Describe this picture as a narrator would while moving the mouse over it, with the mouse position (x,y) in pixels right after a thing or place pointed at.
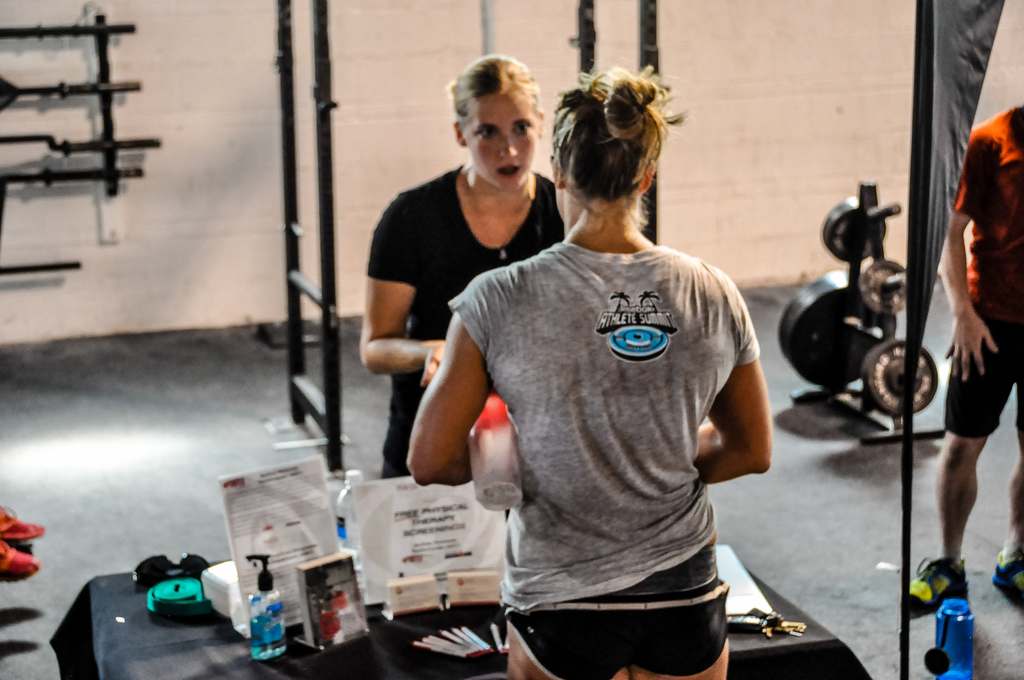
In the foreground of this image (773,668), there is a woman (639,550) standing and holding a bottle (485,470) in front of a table (334,652) on which belt (210,610), spectacles (165,567), bottle (284,624), few boards (282,529), markers (454,641), key chain (794,627), water bottle (344,526) and papers (744,595). Behind it there is a woman (463,230) standing. On the right (998,276), there is a man (998,363) standing on the floor (999,608) and there is a bottle (971,619) in front of him and there is also a flag (941,102) on the right (941,74). In the background (852,261), there are gym equipment (291,131) and the wall (216,41).
